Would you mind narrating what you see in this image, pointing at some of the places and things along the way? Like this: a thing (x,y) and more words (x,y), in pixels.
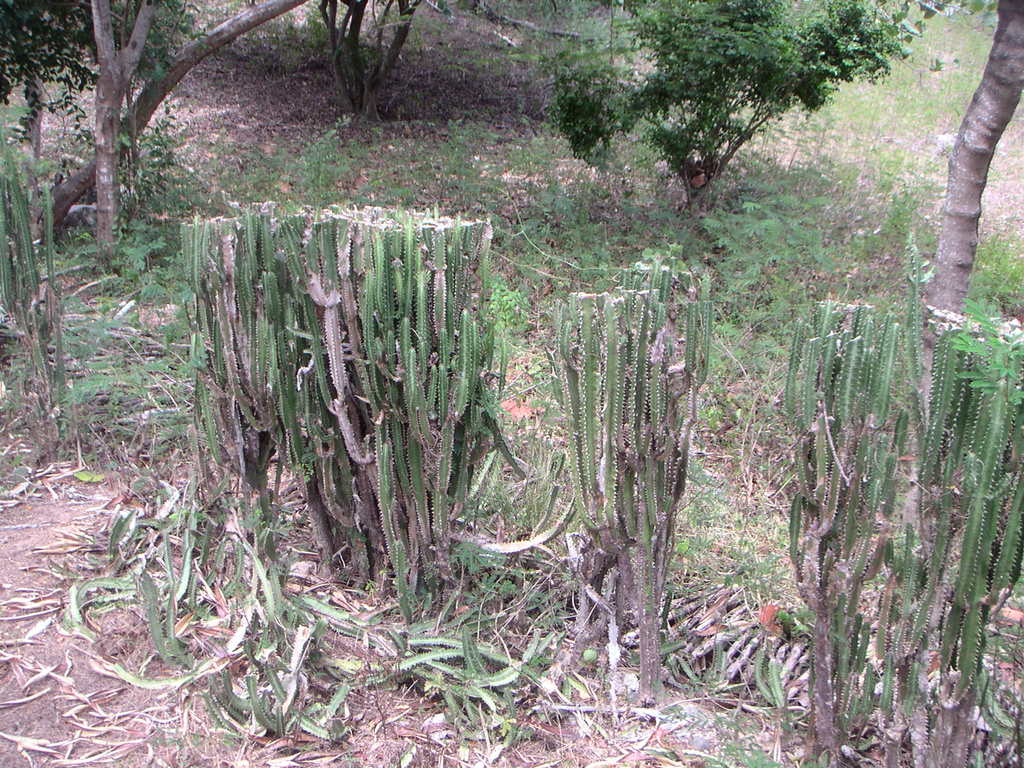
In this image we can see some cactus plants (432,332). We can also see some dried leaves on the ground (546,280), the bark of a tree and some trees (728,121).
